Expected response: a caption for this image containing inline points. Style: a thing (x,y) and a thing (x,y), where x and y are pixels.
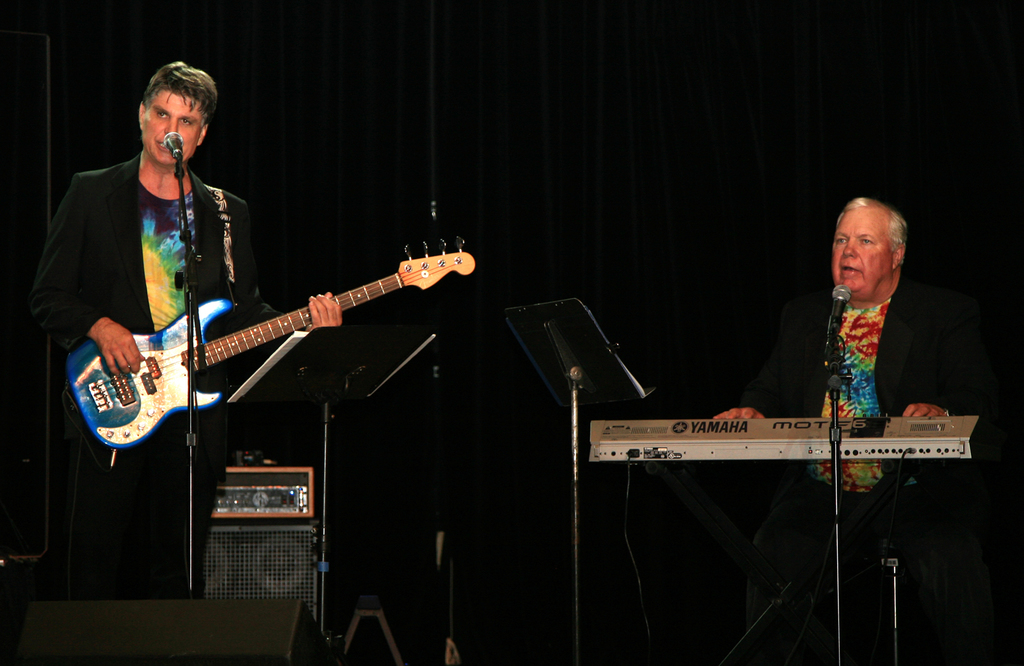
In this image on the right side (845,333) there is one man (868,253) who is sitting and he is playing a piano (804,425), in front of him there is one mike (840,297) it seems that he is singing. In front of him there is one board (542,362) on the board (635,397) there are some papers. On the left side (159,320) there is one man (142,245) who is standing and he is playing a guitar (285,326) in front of him there is one mike (179,167) it seems that he is singing, beside him there is one speaker (266,533). On the background (266,57) there is a black cloth (498,166).
